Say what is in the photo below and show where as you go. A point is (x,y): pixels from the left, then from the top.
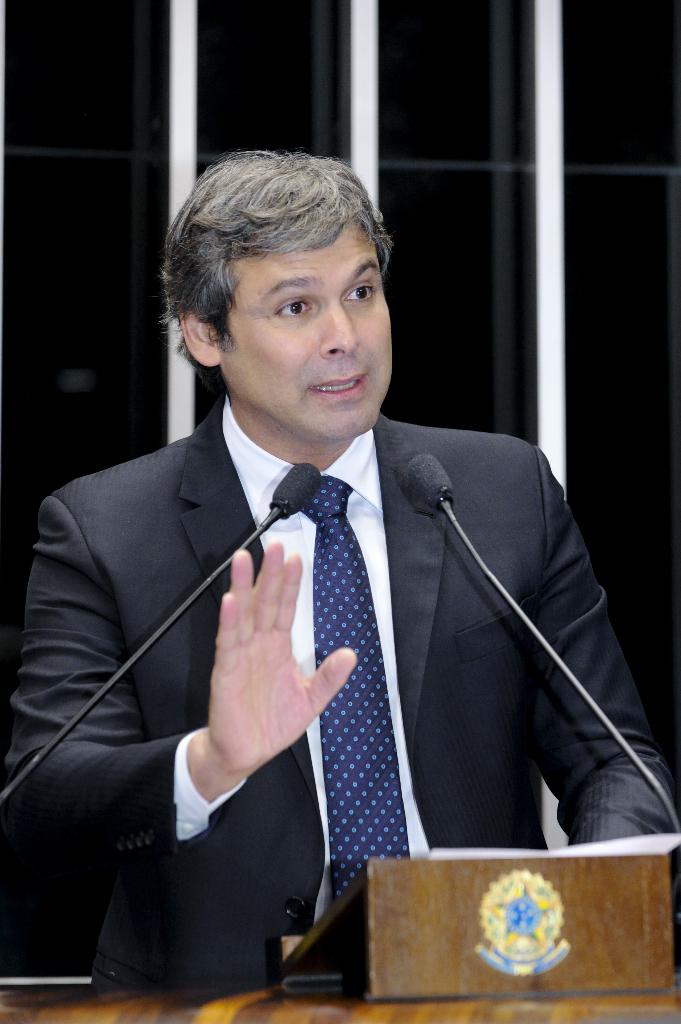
As we can see in the image there is table (266,1021) and a man (362,502) wearing black color jacket (171,689). There are mics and a box (419,965). The image is little dark.
